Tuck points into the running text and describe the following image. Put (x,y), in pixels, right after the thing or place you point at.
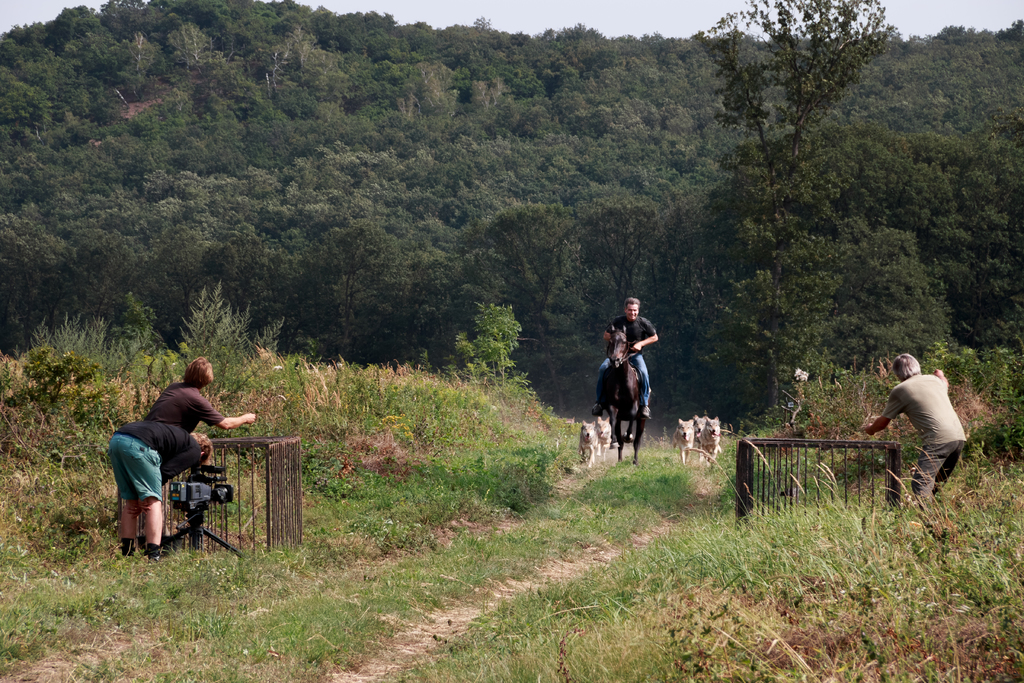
In the picture I can see a two persons (147,472) standing on the left side of the image (192,459), I can see video camera (193,476), cages (299,476), a person (938,381) standing on the right side of the image (919,474). Here I can see a person (647,324) sitting on the horse (611,397) and riding and I can see few more animals (587,444) are walking on the grassland (550,500). In the background (418,278), I can see trees (563,189) and the sky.
